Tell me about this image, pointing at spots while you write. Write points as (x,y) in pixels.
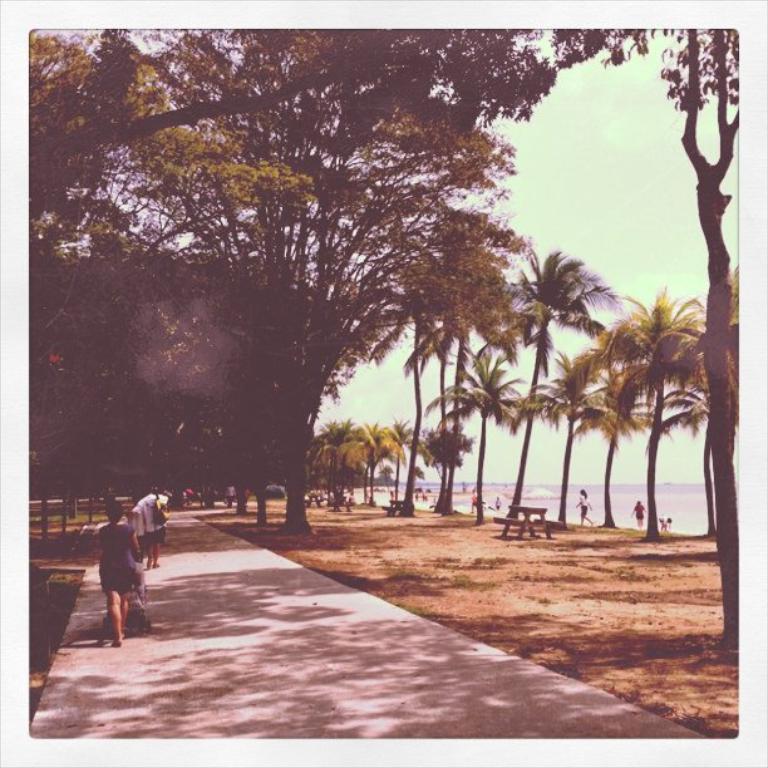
In this picture we can see the group of persons (112,548) were walking on the street (172,563). On the right (637,506) we can see another group of persons (583,502) who is standing on the beach (558,537). In the background (359,460) we can see many trees (311,487) and ocean (624,521). At the top (609,194) there is a sky (559,153).
